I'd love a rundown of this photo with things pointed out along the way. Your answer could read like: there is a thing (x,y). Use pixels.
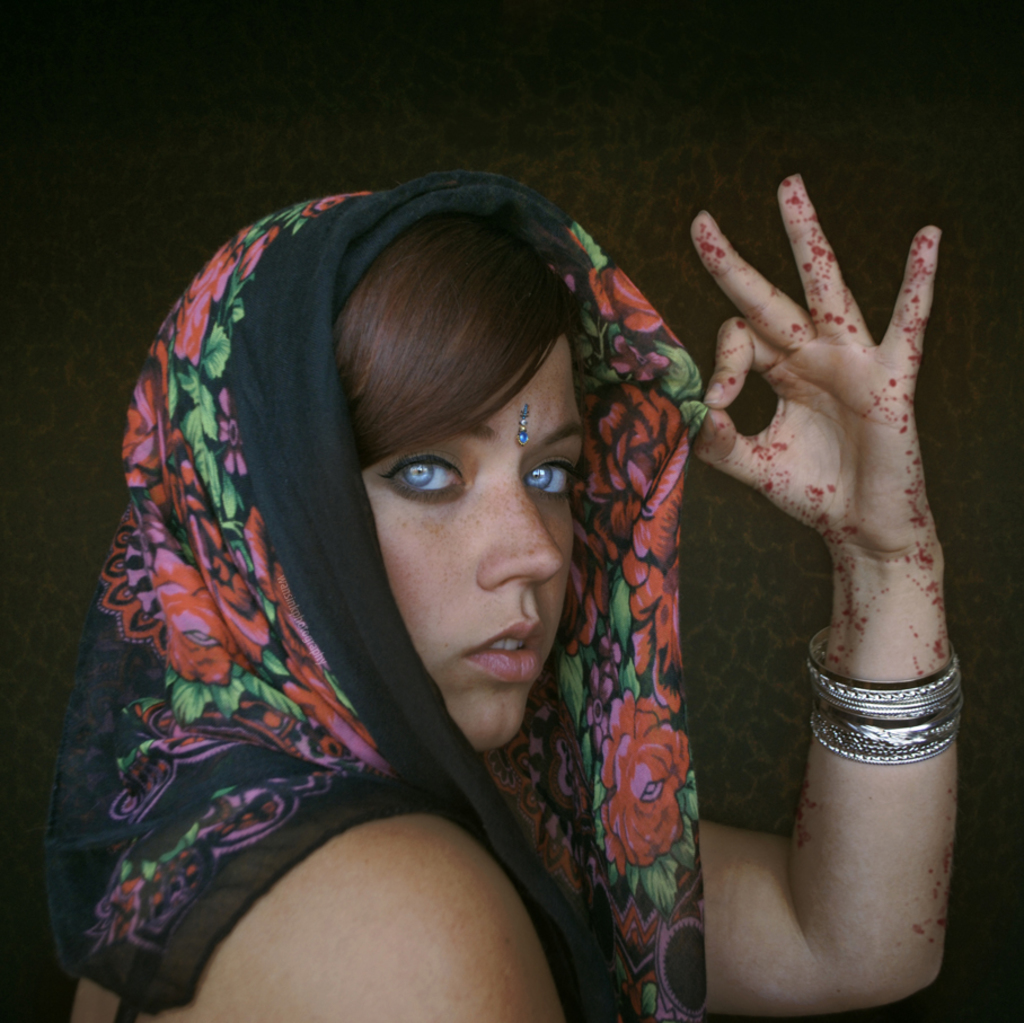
In this image we can see a woman (464,900). She is wearing black and red color scarf (229,608) and bangles (885,710) in her hand (841,846).
